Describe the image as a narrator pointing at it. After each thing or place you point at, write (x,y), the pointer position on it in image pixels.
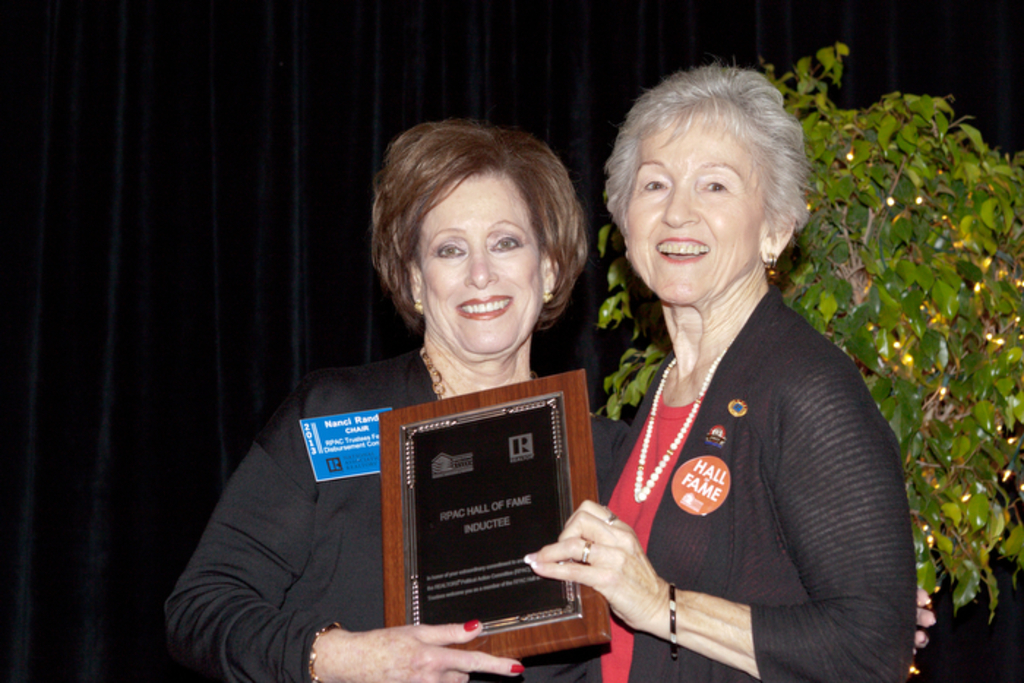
In this image we can see two women (682,313) are smiling and they are holding a frame (541,499) with their hands (380,667). There is a dark background (246,84). On the right side of the image (953,432) we can see a tree (965,520).
